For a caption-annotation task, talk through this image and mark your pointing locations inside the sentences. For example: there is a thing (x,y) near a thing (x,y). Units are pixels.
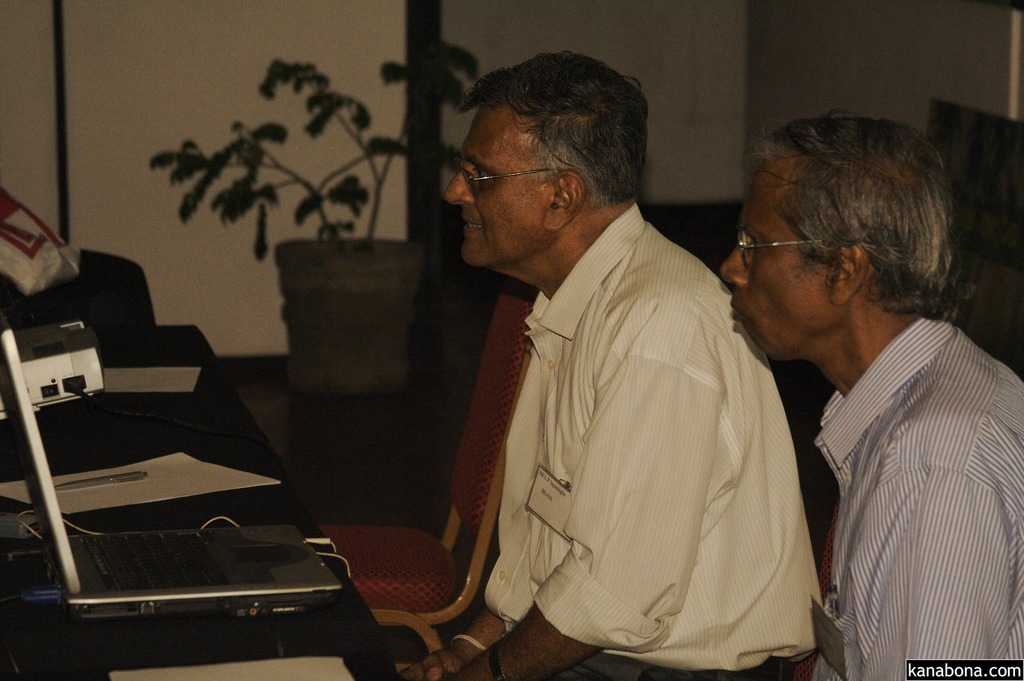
In the center of the image (650,427) we can see two persons (688,467) are sitting and they are wearing glasses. In front of them, there is a platform (294,619). On the platform (346,626), we can see a laptop (312,605), pen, papers (167,370) and some objects (80,366). At the bottom right side of the image (966,659), we can see some text (945,669). In the background (674,164), there is a wall (119,129), chair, pot (415,252) with a plant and a few other objects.
